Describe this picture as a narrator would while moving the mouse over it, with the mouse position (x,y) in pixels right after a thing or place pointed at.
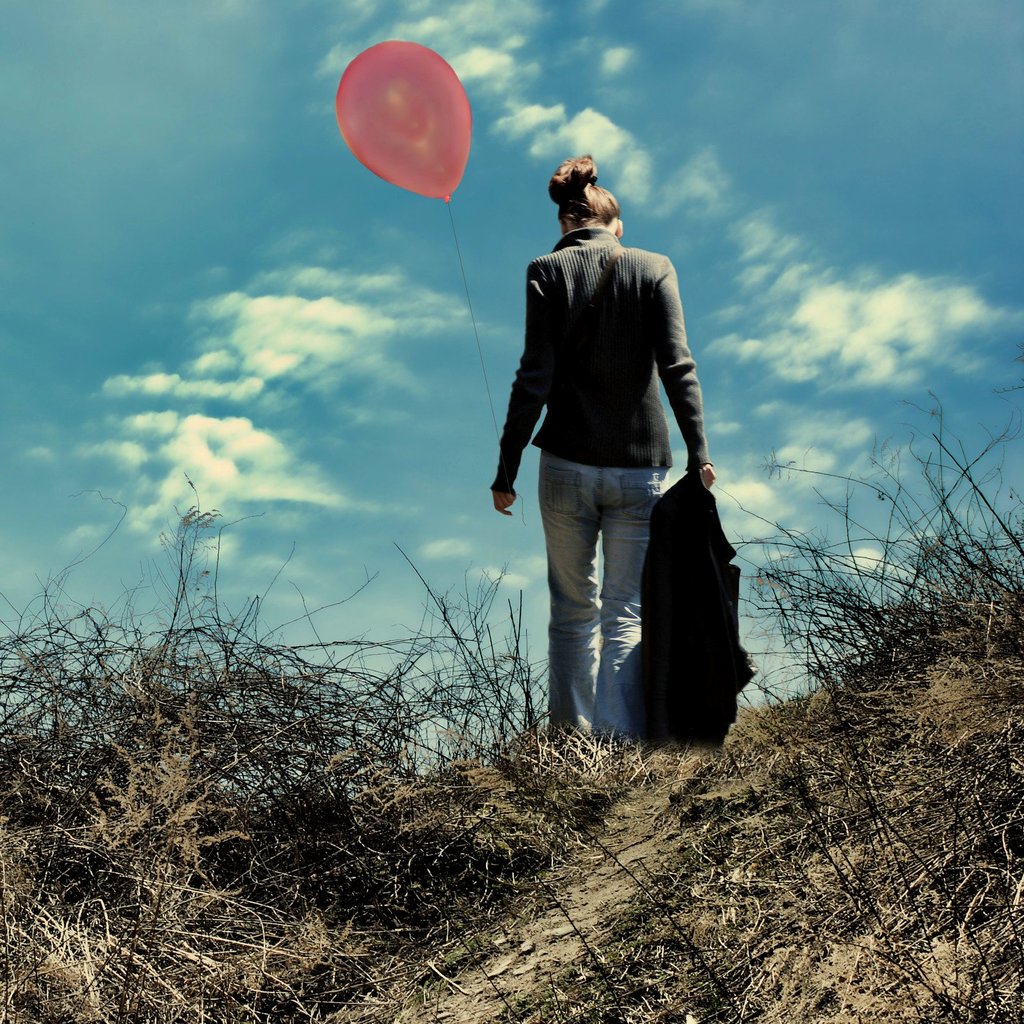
In this picture we can see woman (638,412) carrying jacket (696,483) in one hand (709,482) and balloon (388,108) in other hand (512,494) and walking through the path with grass (395,888) and above there is sky (692,220) with clouds (831,291).
